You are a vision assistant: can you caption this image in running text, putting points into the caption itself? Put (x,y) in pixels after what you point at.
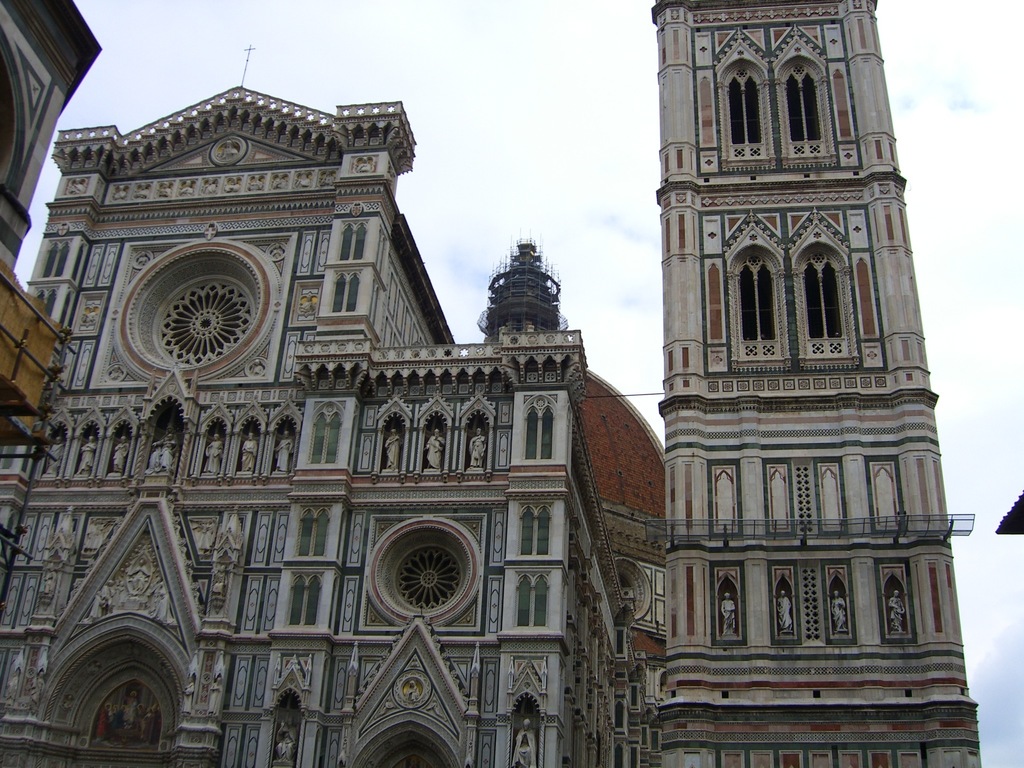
In the center of the image (363,346) there are buildings (866,573). In the background (619,67) there is sky (480,81).
